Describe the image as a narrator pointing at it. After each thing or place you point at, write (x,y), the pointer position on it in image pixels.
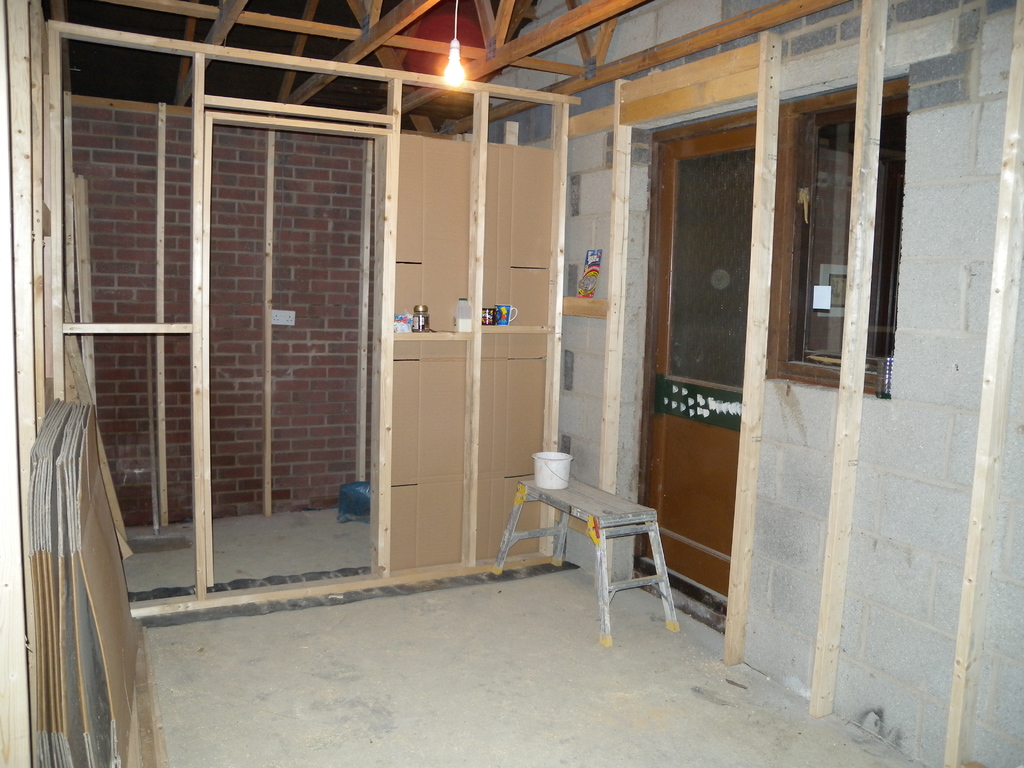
In this image I can see inside view of a building (830,667) and I can see this room (369,167) is under construction. On the right side of the image (688,228) I can see a door (659,199), a window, a table (586,510) and on it I can see a white colour bucket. On the left side of the image (42,495) I can see few cardboard papers (80,656). In the background (507,276) I can see few more cardboard papers (537,260), two mugs (483,317), a jar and few other things (466,320). On the top side of the image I can see a light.
